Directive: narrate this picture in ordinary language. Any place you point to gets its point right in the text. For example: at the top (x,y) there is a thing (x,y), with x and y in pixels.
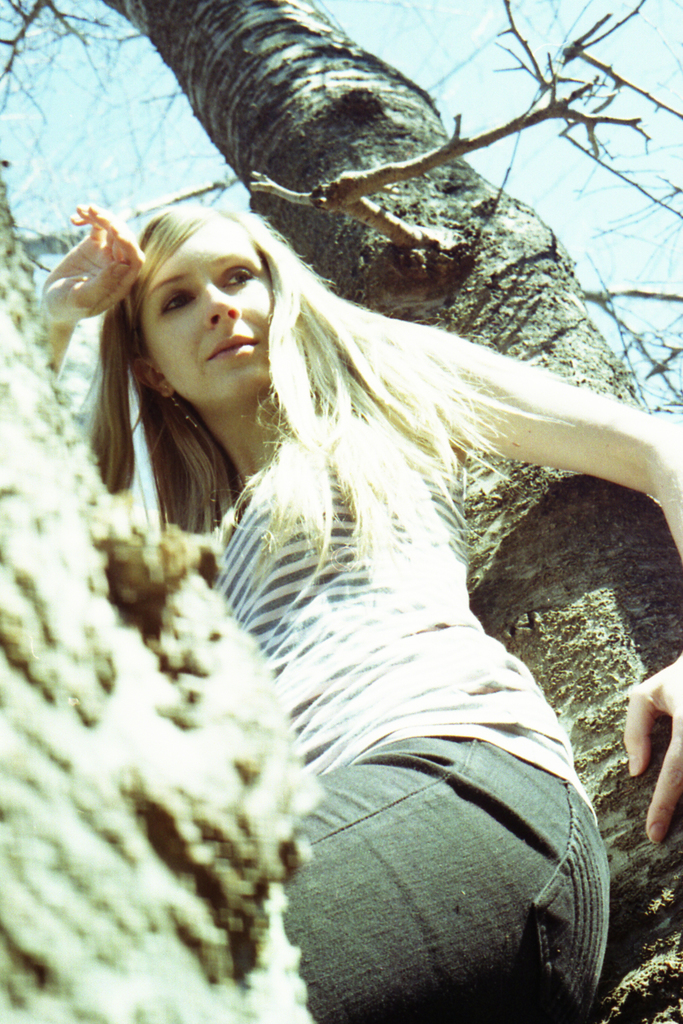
In this image in the foreground (270,586) there is one person (402,782) who is sitting on a tree (512,464), and in the background (315,162) there is a tree (486,242).
